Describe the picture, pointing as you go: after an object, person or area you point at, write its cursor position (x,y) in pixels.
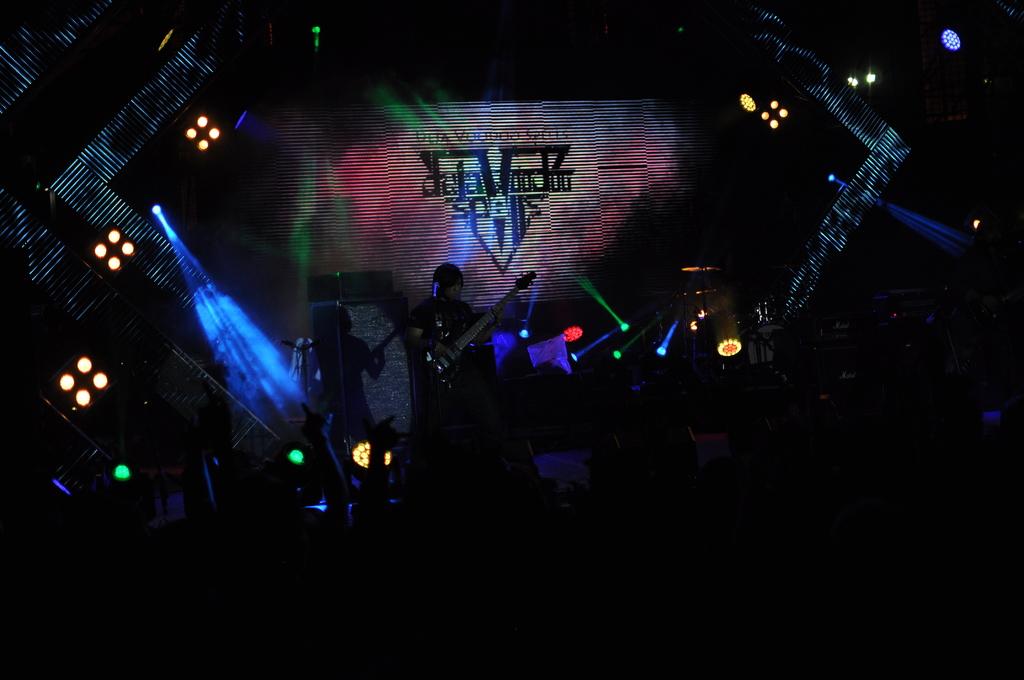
In this image, in the middle (445,280), we can see a person (444,309) standing and playing a guitar (438,354) in front of a microphone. In the background (371,155), we can see a screen (552,274) and few lights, at the bottom (639,641), we can see black color.
